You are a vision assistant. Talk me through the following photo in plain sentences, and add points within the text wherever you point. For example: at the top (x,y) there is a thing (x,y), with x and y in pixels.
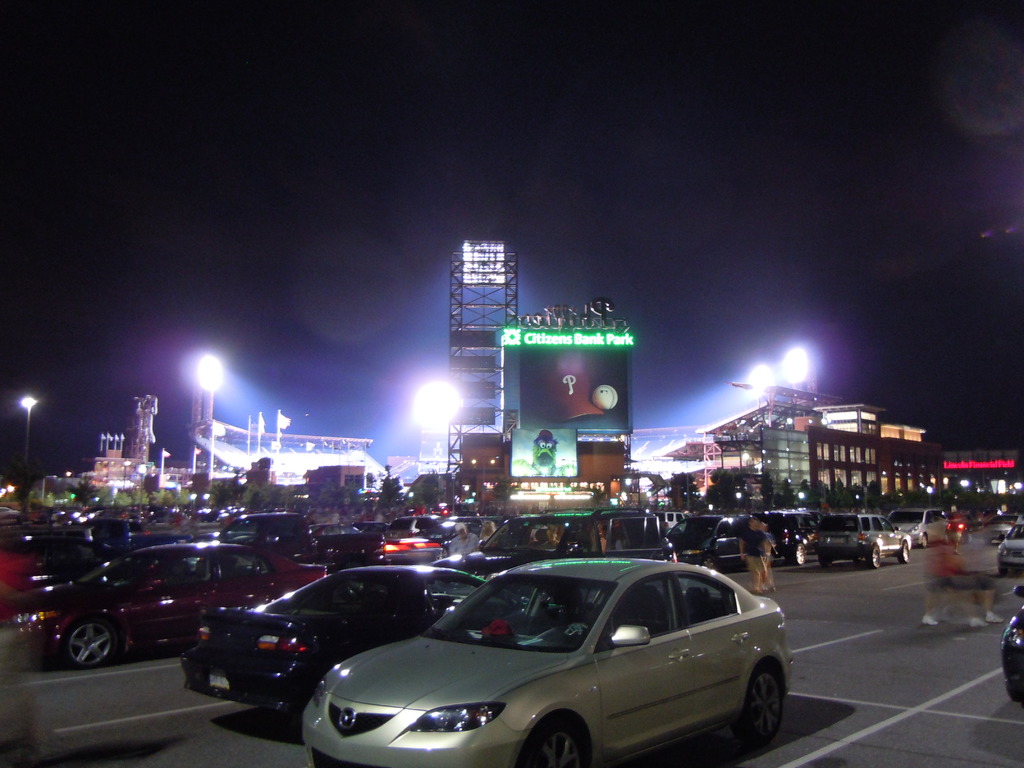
In this image we can see group of cars (678,593) parked on the road (985,551) to the right side of the image (765,552) we can see group of people (985,583) standing on the road (911,591). In the background (509,486), we can see group of buildings (531,494), trees (259,487), Hoardings (589,361) and sky (339,200).
